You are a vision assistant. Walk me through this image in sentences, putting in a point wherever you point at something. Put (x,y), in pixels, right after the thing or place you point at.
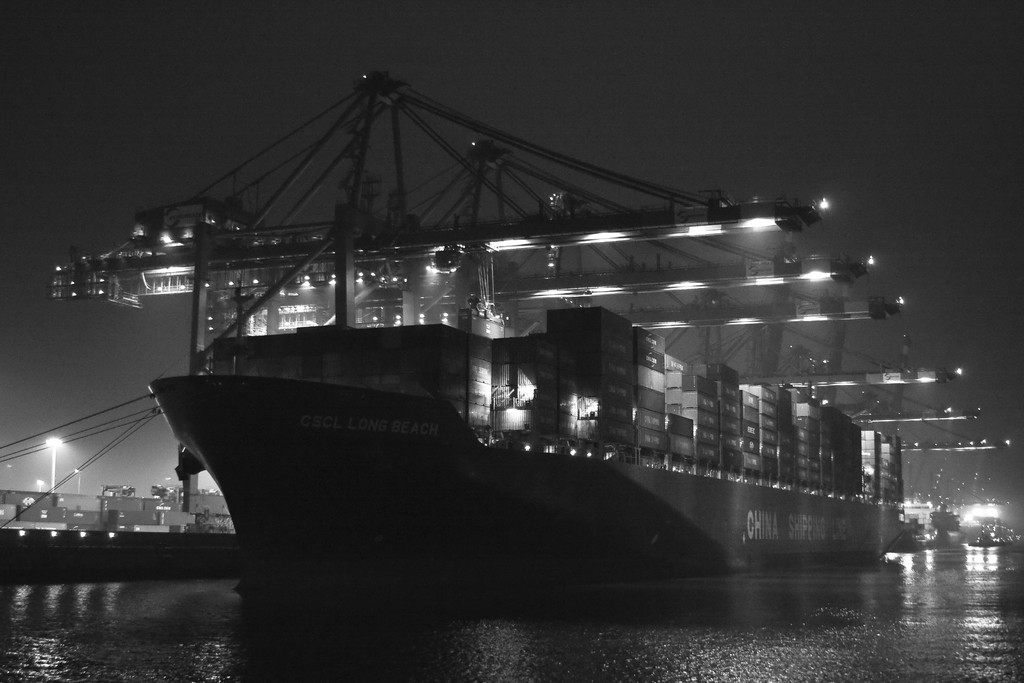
This is a black and white image. We can see a ship (584,508) on the water (812,621). We can see a few containers (694,402). We can see some poles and lights (58,445). There are a few wires (145,398). We can see an object (1000,539) on the right (997,526). We can see the sky (954,497).
